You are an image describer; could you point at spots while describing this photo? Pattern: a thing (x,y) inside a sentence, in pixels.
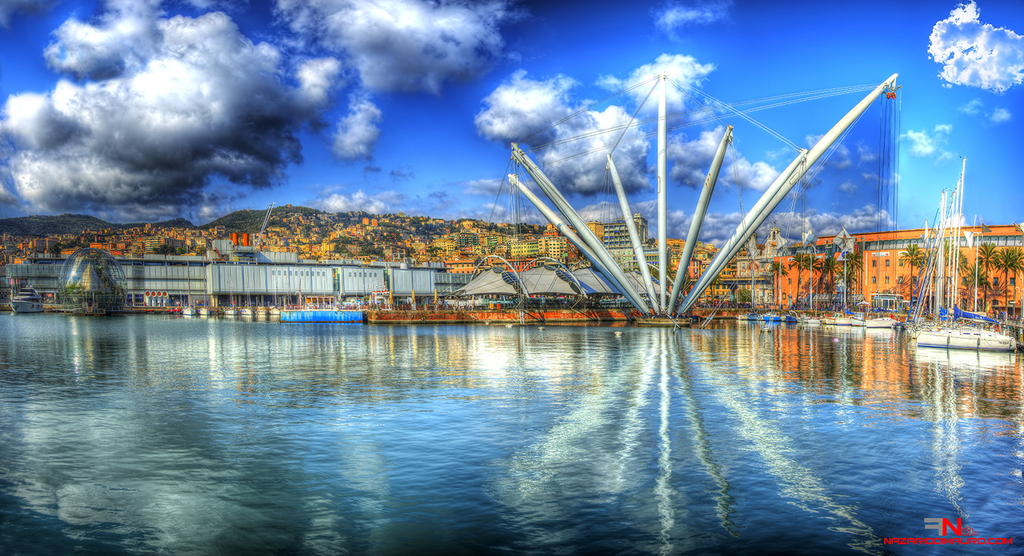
In this image there is a big river (417,409) in which we can see there is a ship's (925,292) parked, beside that there are buildings (526,263), trees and mountains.
